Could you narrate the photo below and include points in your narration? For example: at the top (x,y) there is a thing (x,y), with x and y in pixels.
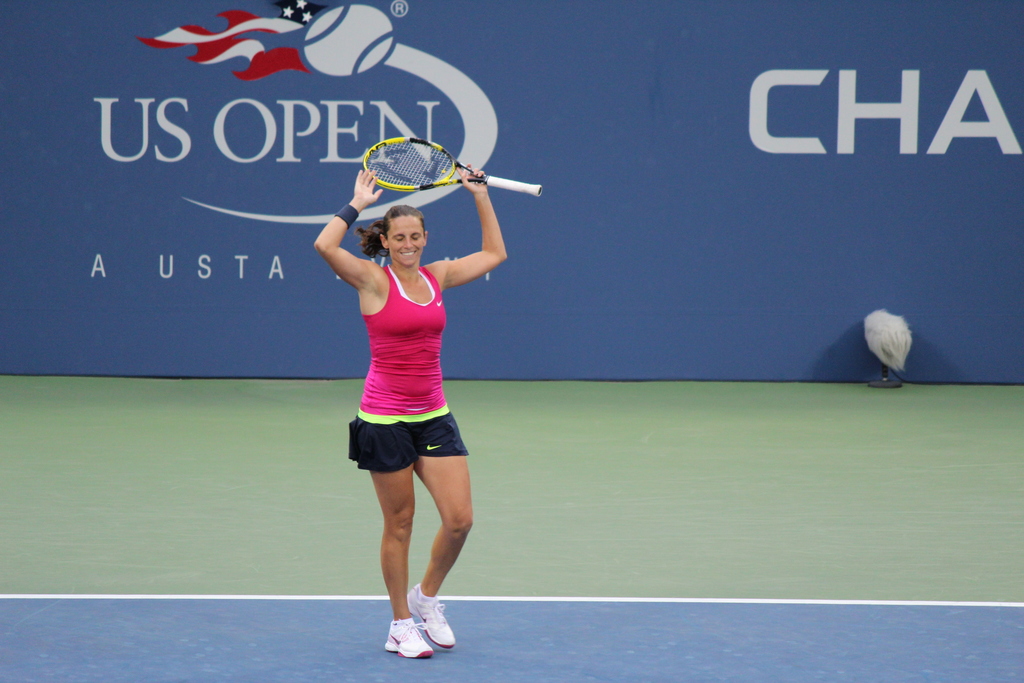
It is a tennis ground (228,640) a woman (483,203) is holding bat (481,177) in her left hand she is smiling she is wearing white color shoes (393,637) in the background (665,365) there is a blue color banner (254,108).
